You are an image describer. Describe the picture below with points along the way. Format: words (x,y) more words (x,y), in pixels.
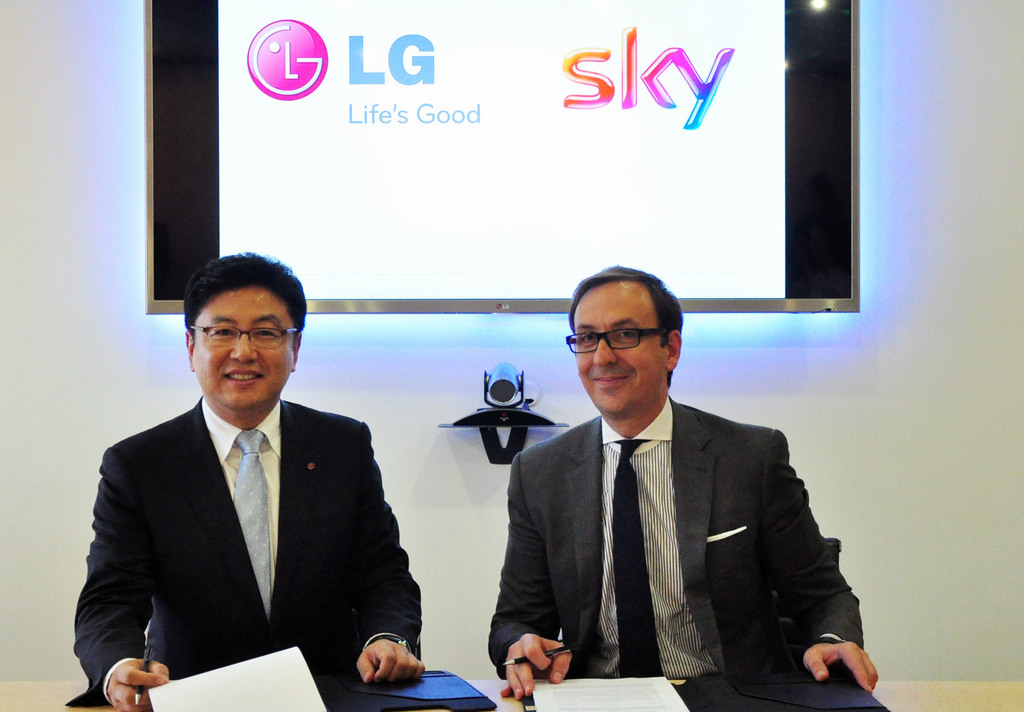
In the center of the image (363,430) we can see two persons (530,491) are sitting and they are smiling and they are wearing glasses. And we can see they are holding pens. In front of them, there is a table (427,681). On the table (213,692), we can see the papers (276,690) and some objects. In the background (769,277) there is a wall (901,91), one screen (590,198) with some text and some objects (491,434).
